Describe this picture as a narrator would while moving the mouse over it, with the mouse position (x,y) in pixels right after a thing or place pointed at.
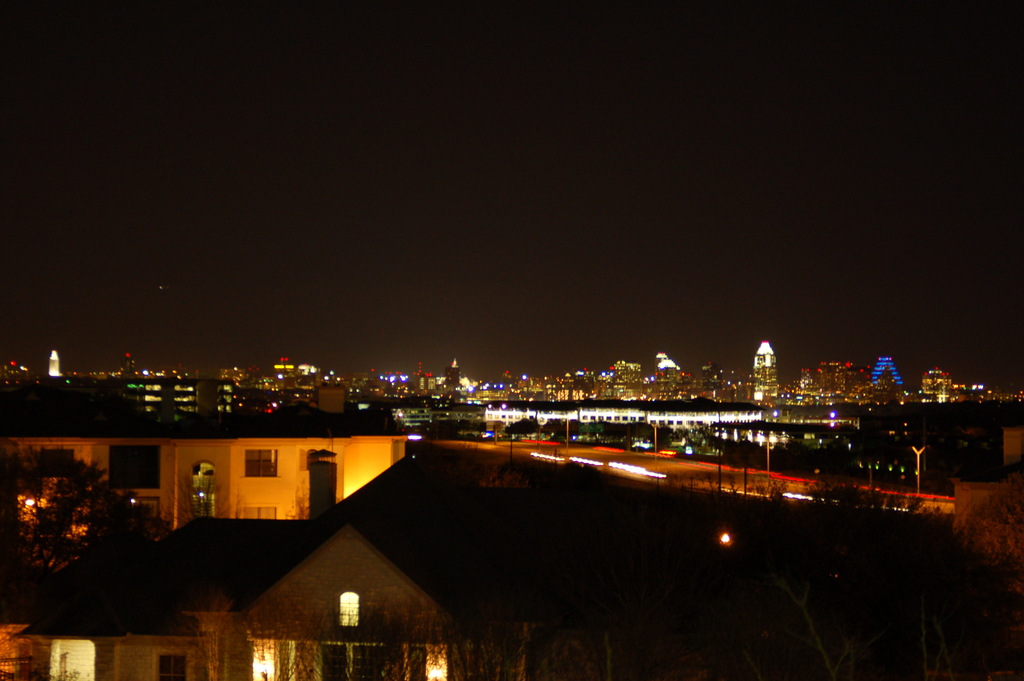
In this image there are buildings (383,494) and in the front (617,577) there are trees (617,577). In the background (515,398) there are buildings (557,386) and there are lights (722,415) and there are poles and trees (781,454).
